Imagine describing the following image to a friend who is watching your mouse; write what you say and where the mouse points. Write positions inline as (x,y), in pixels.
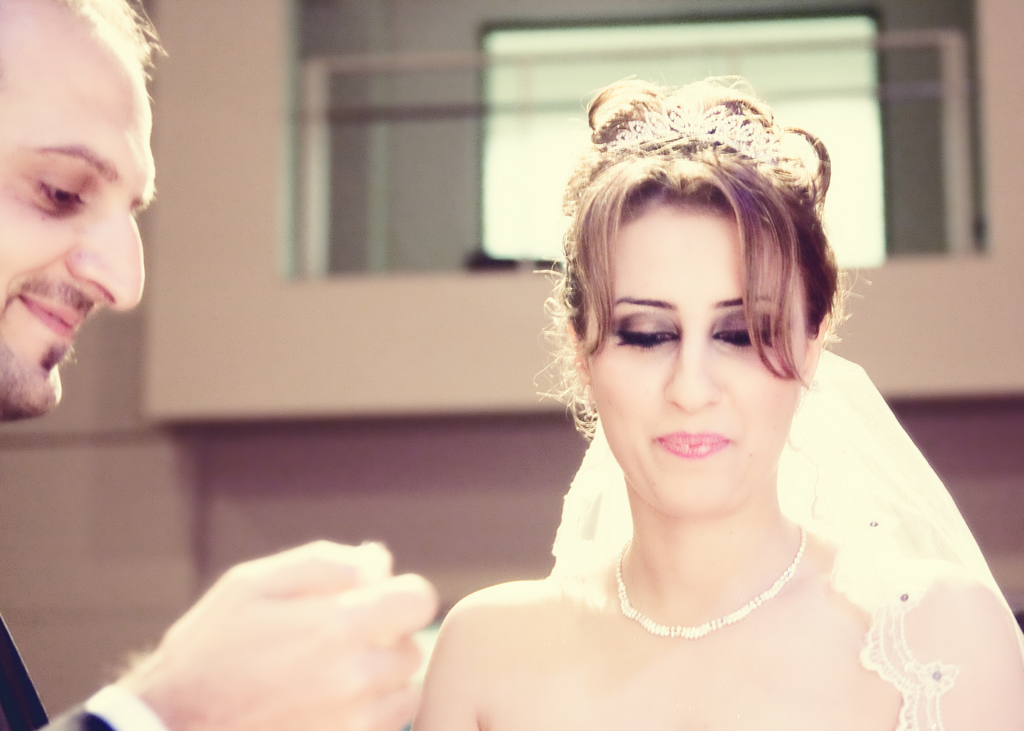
In this image we can see a man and a woman (635,246).
